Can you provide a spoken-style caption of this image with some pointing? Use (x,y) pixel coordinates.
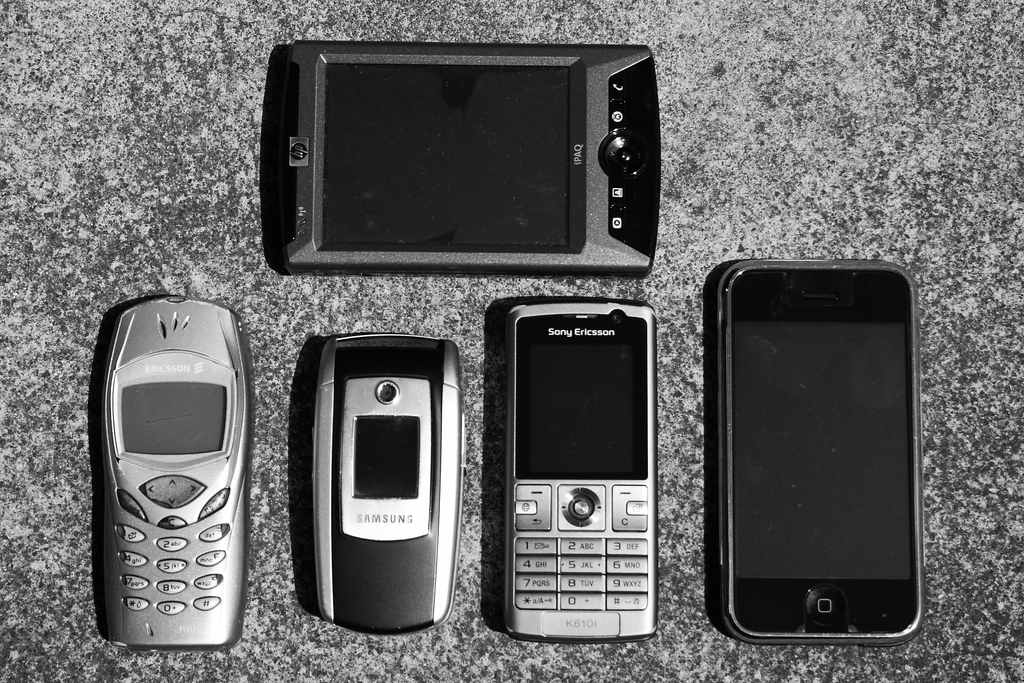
In the image we can see some mobile phones (444,53) on a table (1017,1).
